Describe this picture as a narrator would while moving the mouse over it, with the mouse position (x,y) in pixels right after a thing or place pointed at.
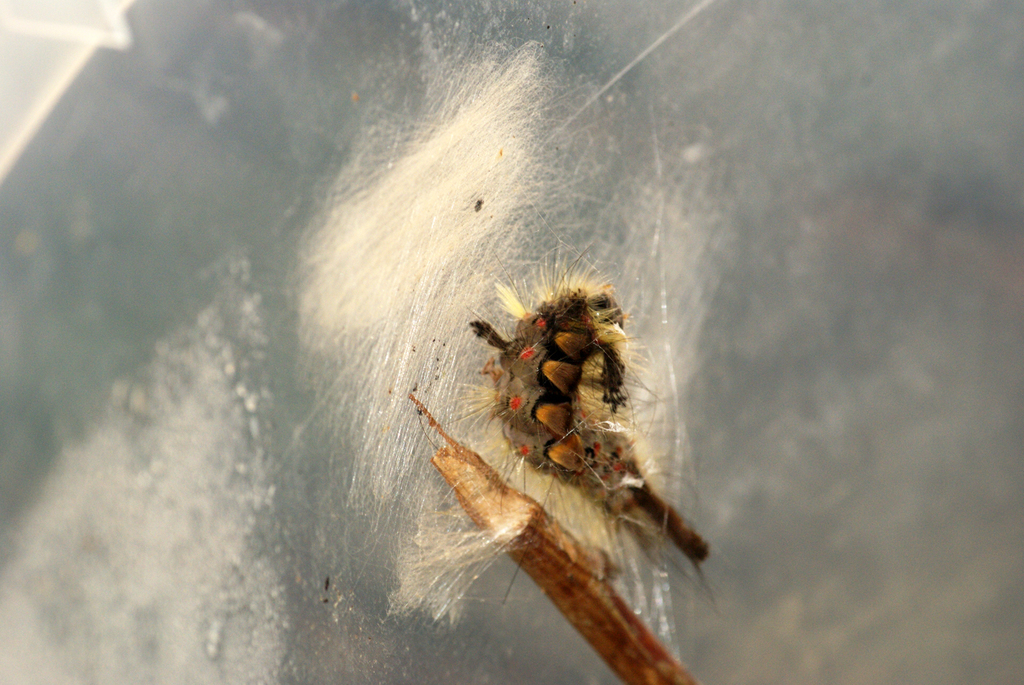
In this image we can see a caterpillar (622,400) on the surface (896,346).
